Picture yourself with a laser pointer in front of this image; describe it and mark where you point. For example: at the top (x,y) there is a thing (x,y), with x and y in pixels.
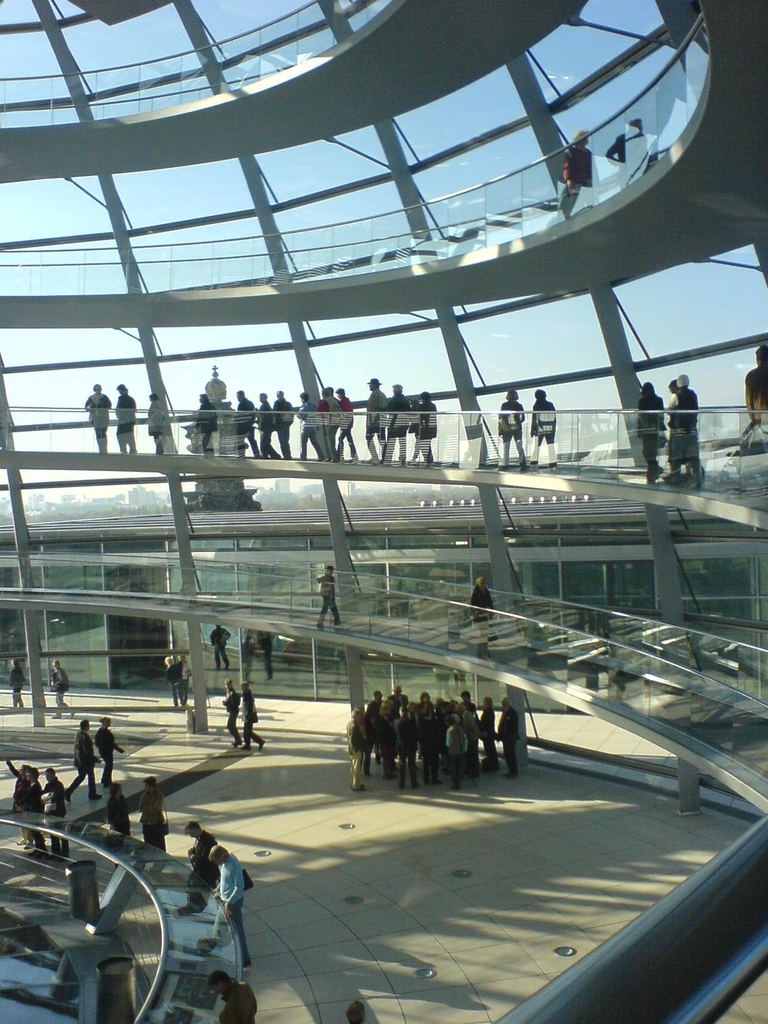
The picture is clicked in a building (123,676). In the foreground of the picture (84,752) there are people (388,741). In the center of the picture (310,420) there are people (757,408) and staircase (683,724). At top (190,98) it is staircase (250,146). In the background (220,223) it is glass window (79,510), outside the window (132,505) there are trees (374,493). Sky (337,173) is sunny.
